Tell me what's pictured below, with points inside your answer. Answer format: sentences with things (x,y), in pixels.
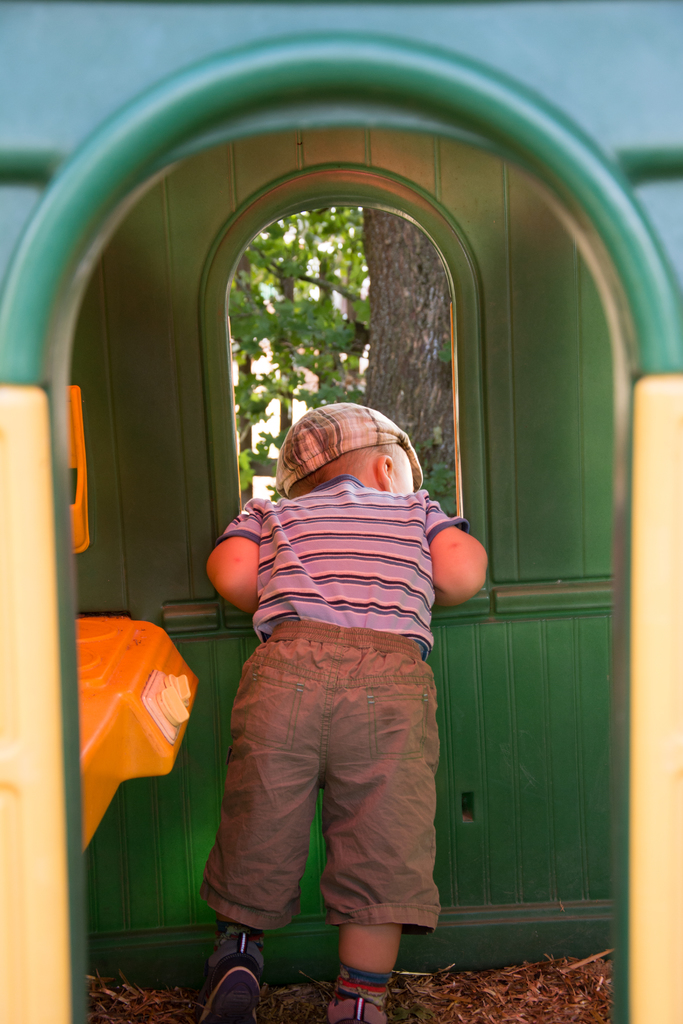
In this image there is a small boy (351,638) inside the room (655,735) also there is a view of trees (453,465) from the window (440,216).
